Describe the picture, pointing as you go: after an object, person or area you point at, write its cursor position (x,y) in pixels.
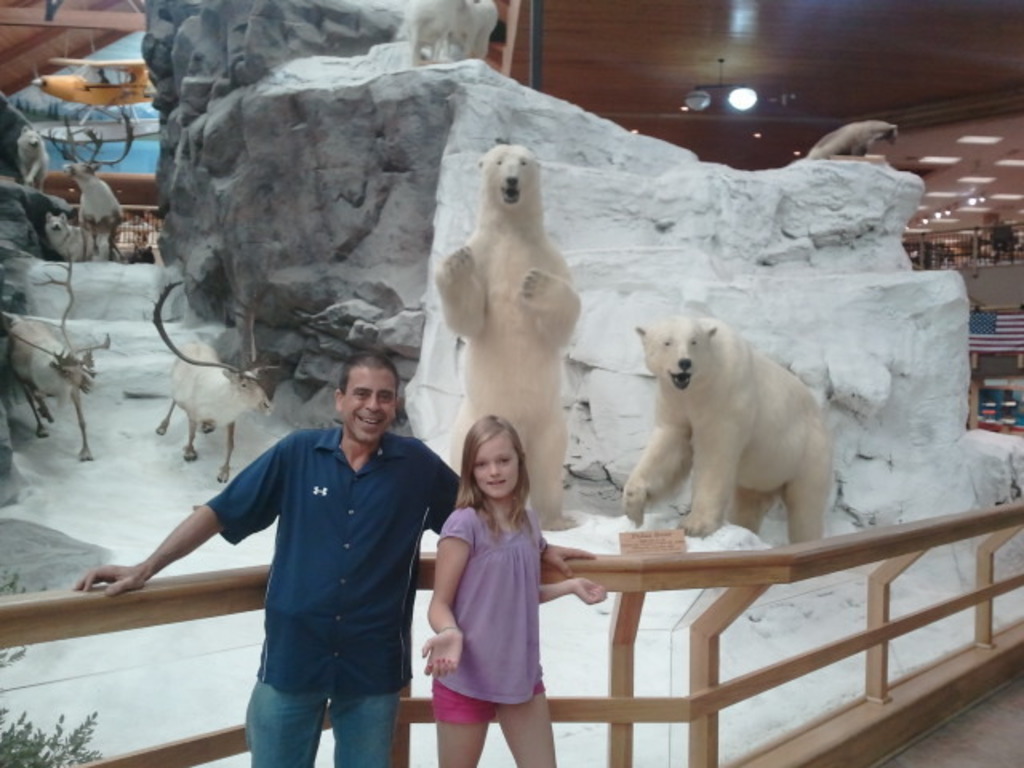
In the image there is a man (319,531) with blue shirt (296,627) is standing and beside her there is a girl (468,556) is also standing. Behind them there is a wooden fencing (1009,638). In the background (534,235) there are statues (770,398) of polar bears (699,357), reindeers (53,357) and stones (180,212) with white painting (951,281).
